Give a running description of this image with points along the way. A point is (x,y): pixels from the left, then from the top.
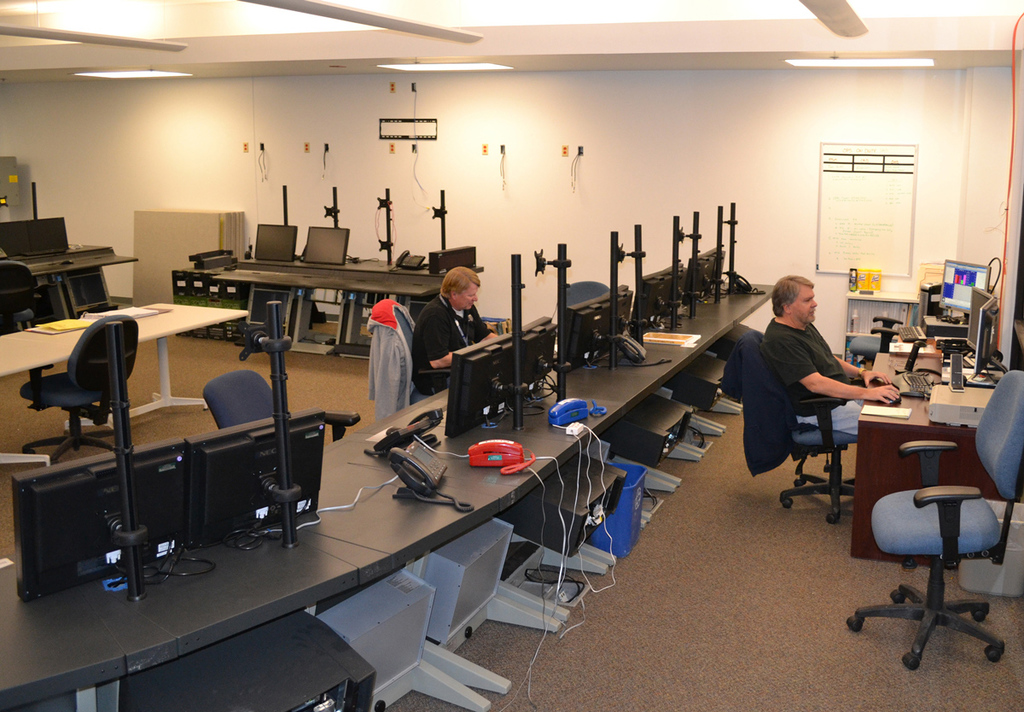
In this picture we can see two men (461,301) sitting on chair (734,356) and in front of them there is table (923,401) and on table (586,389) we can see telephones (509,457), wires (386,484), monitors (505,395), keyboard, speakers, papers (878,413) and beside to them wall (647,166) with poster (826,166) and at back of them there is table (164,318) and chairs (24,278), sheets (157,225).
